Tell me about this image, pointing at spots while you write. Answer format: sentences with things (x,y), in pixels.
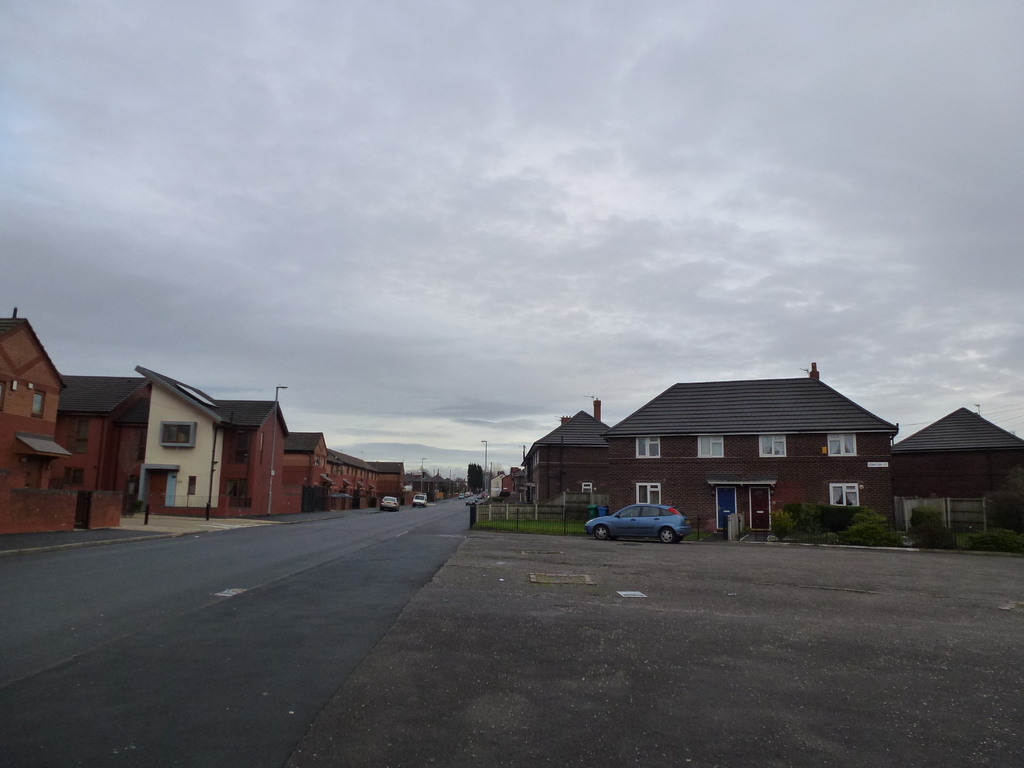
In this image I can see a road (314,618) and on it I can see few vehicles (388,503), number of buildings (324,477), few poles (212,484), few street lights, few plants (807,524) and in the background (394,293) I can see cloudy sky (636,112).
